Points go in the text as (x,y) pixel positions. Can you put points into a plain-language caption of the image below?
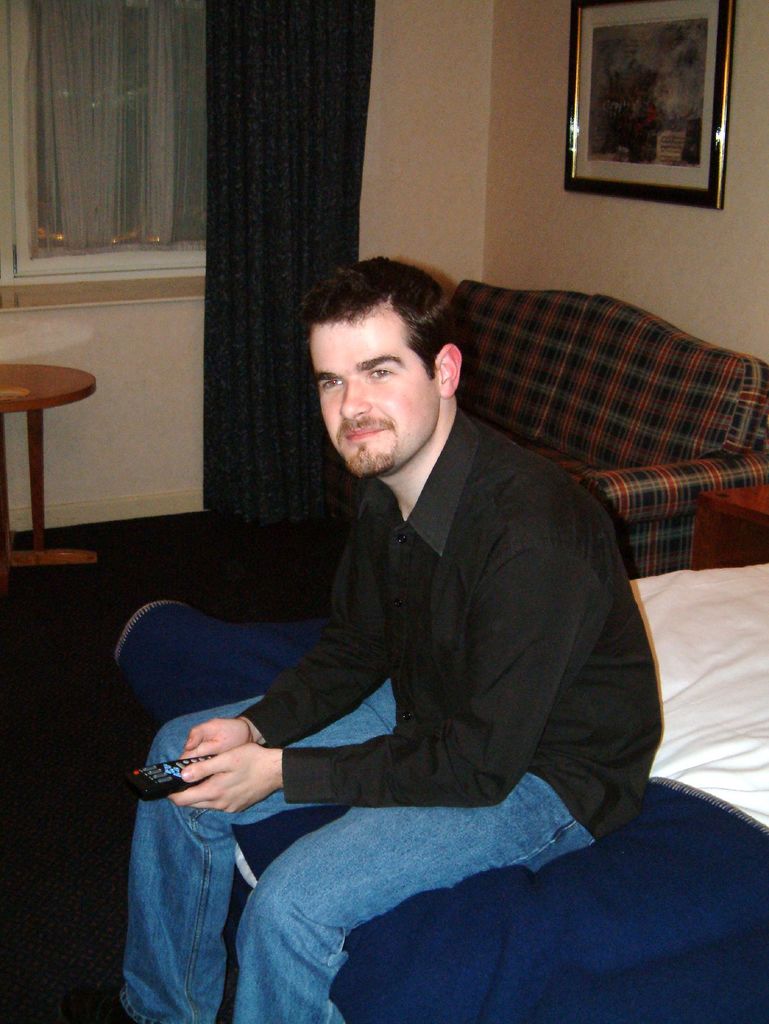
In this image I can see a person (461,846) sitting on a bed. He is wearing a black shirt (522,735), jeans (212,856) and holding a remote (159,799) in his hand (207,771). There is a photo frame (649,168) on the wall (694,236). There is a sofa (647,384) and a table (14,377) at the back (1,382). There is a window (7,23) and a curtain (254,227) at the back (254,227).
